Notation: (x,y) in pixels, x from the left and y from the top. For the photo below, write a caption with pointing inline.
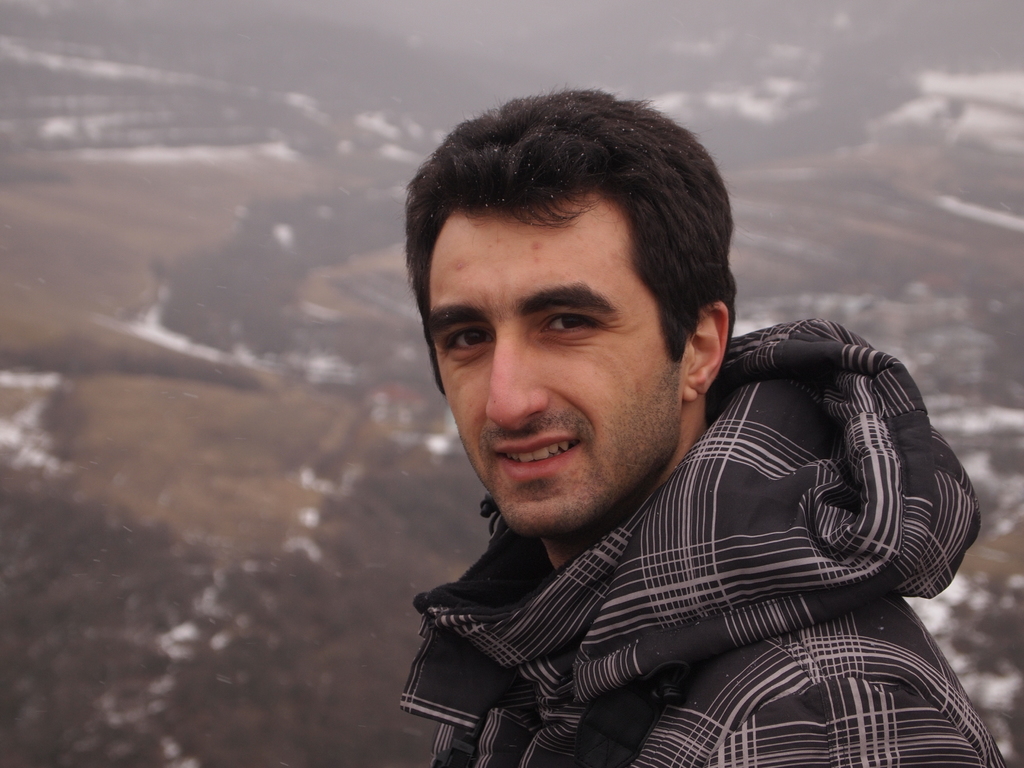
In this picture I can see there is a man (690,609) standing and he is wearing a black hoodie (740,642) and he is smiling. There is snow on the floor (277,481) in the backdrop (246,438) and the backdrop (98,175) is blurred.
